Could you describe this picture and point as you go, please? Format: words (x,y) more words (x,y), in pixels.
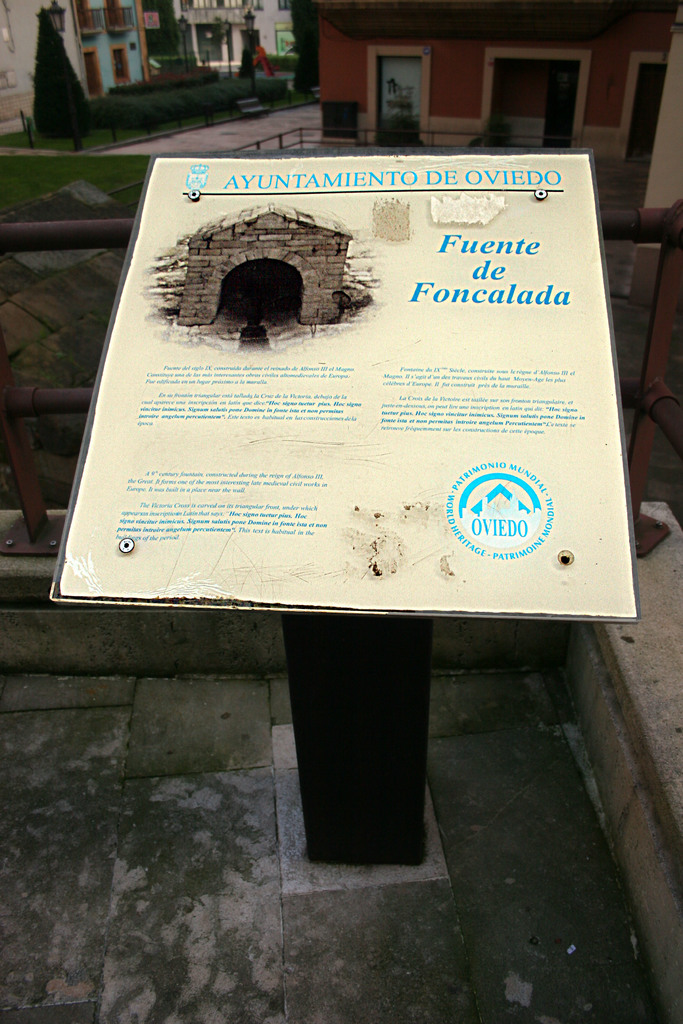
There is a hoarding (180,401) on which, there is an image of a shelter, there are texts (141,521) and the background of this hoarding (340,425) is white in color. In the background (621,33), there are buildings (528,15), plants (258,96) and a tree (50,61).
